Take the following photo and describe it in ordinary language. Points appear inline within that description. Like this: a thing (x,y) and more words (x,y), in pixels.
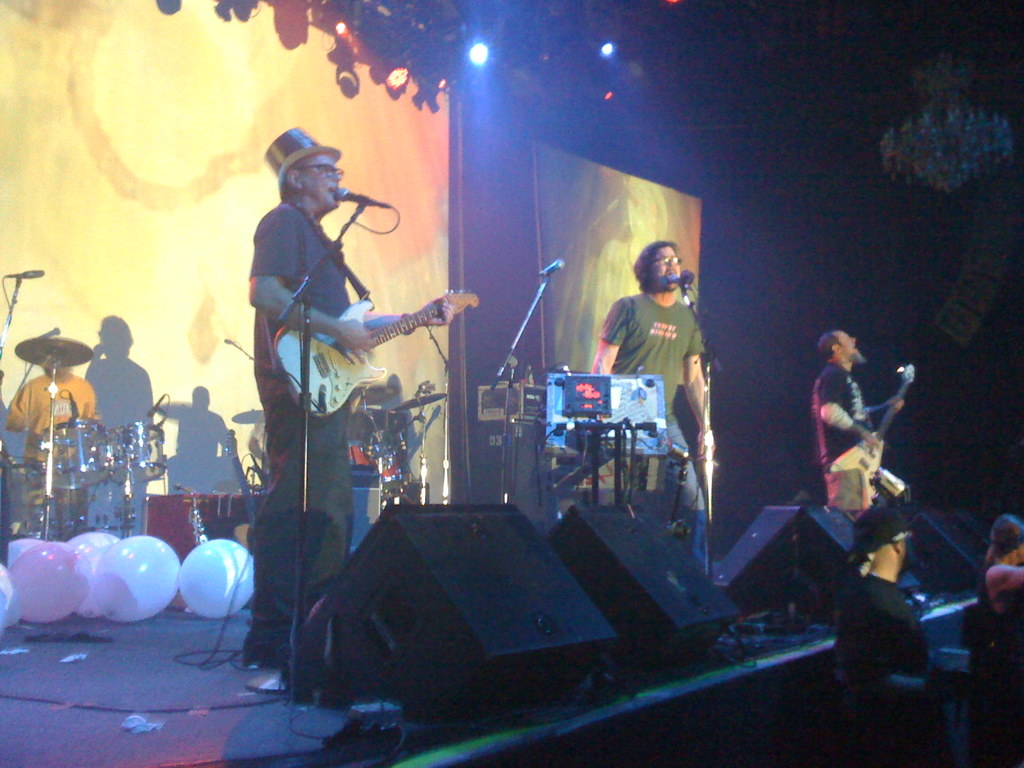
In this image I can see few people (271,434) standing on the stage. Among them two people (876,442) are playing the musical instruments (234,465). On the stage (217,624) there are balloons (239,549) and the musical instruments (626,393). In front of these people (703,391) there are two people (900,643) standing. In the background (84,160) there is a banner (390,179).
